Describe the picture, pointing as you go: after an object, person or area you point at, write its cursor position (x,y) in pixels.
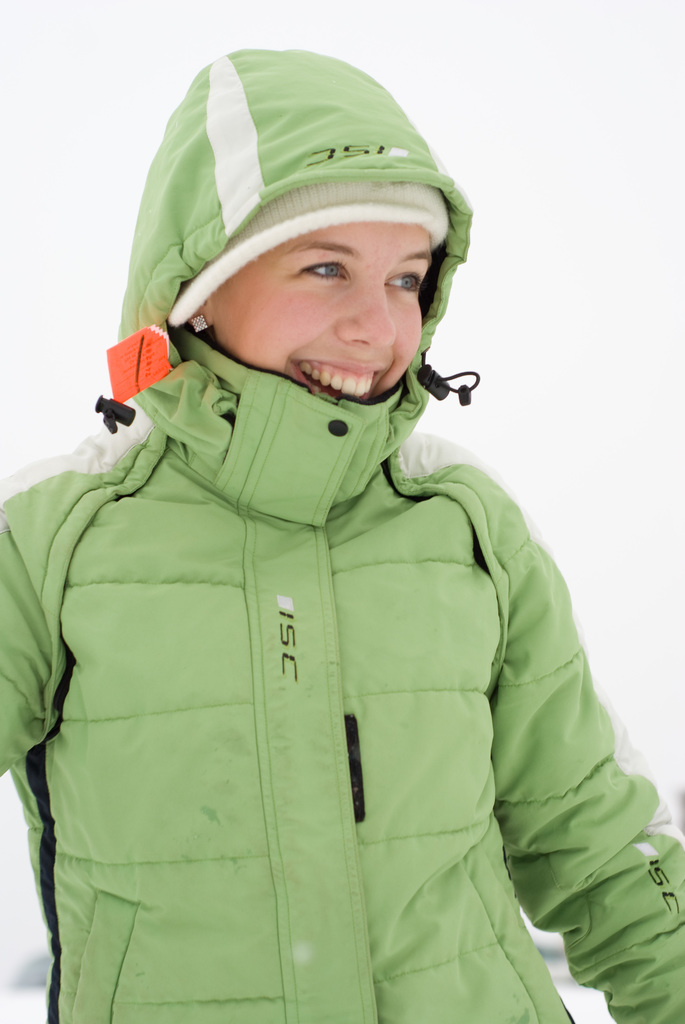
Background (628,49) portion of the picture is in white color. In this picture we can see a person (309,70) wearing a jacket (84,532) and a person (361,611) is smiling.
